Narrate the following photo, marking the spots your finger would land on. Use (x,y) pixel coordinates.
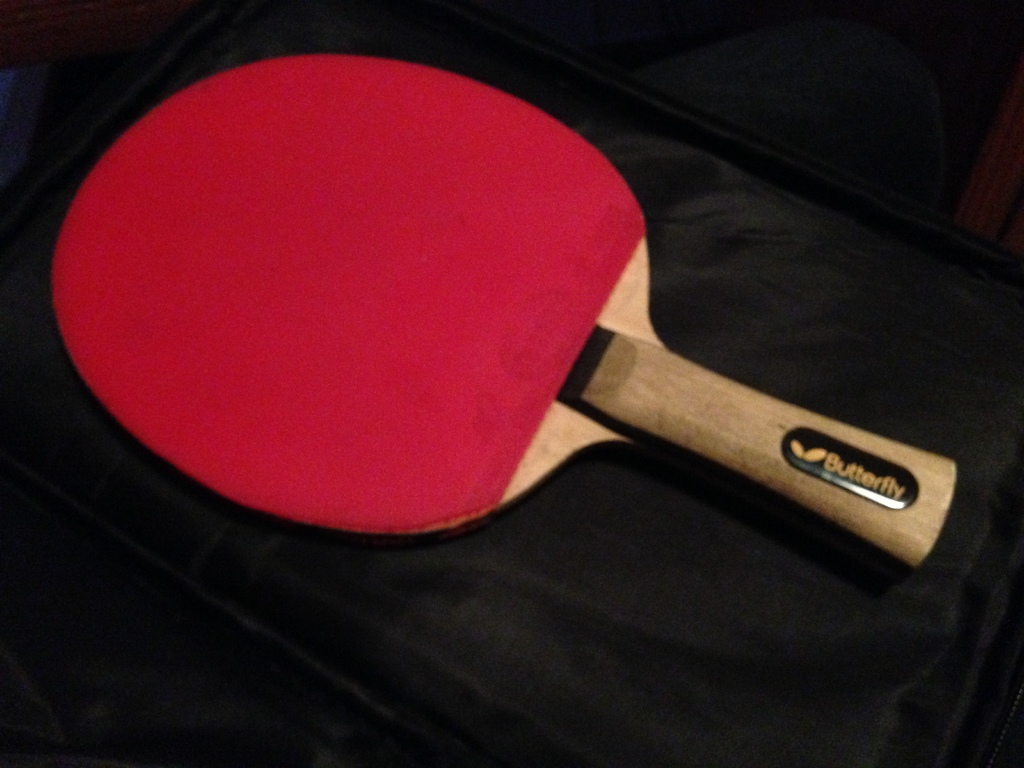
In this image we can see a bat (433,368) which is red and cream in color and some text (856,473) is written on it. In the background of the image (582,4) we can see a black color.
